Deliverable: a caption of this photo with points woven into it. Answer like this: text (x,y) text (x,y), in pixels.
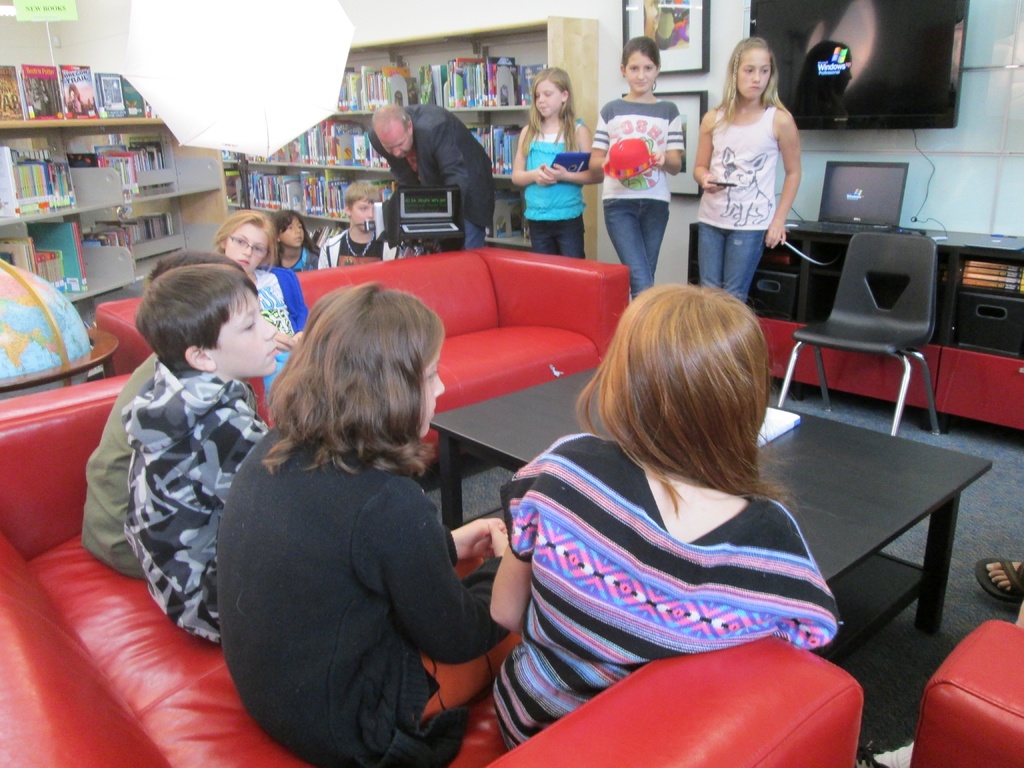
In this image, we can see a group of people (264,293). Few people (661,457) are sitting on the couches (586,718). Here we can see a table (886,527), floor (968,547), chair (902,379), globe (71,350) and few objects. Background (428,60) we can see wall (603,81), racks (60,159), photo frames (685,100), television (867,64), glass object (947,139). Here we can see a device (438,222) and umbrella (256,84). These racks (68,123) are filled with few objects (508,64).
